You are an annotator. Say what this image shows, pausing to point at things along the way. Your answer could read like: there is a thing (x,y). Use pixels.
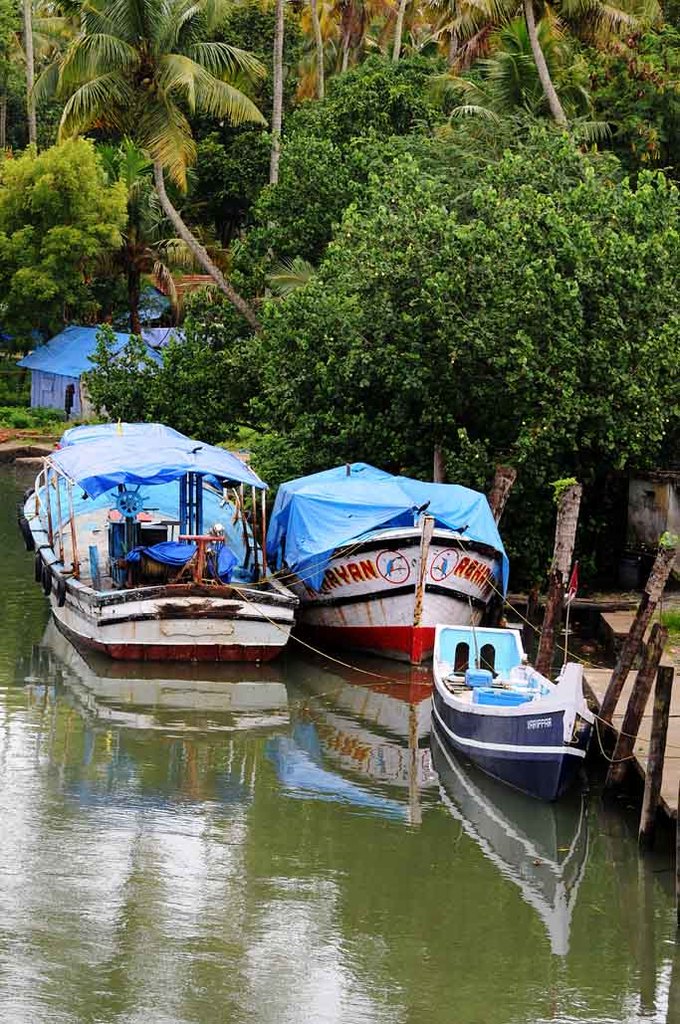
Here we can see boats (472,517) above the water (132,688). In the background (79,390) we can see trees (639,17) and house (59,338).
